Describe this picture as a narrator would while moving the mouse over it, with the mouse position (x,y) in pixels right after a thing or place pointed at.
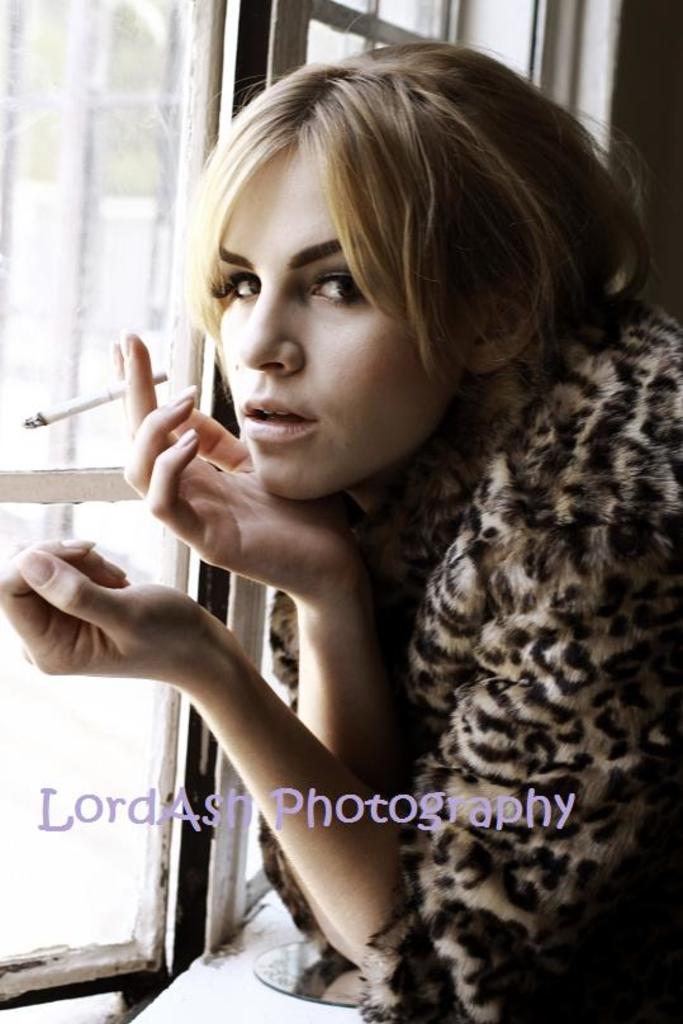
In the center of the image (245,433) there is a lady (344,923) with a cigarette (56,420) in her hand (150,389). To the left side of the image (56,379) there is a window (105,861).
